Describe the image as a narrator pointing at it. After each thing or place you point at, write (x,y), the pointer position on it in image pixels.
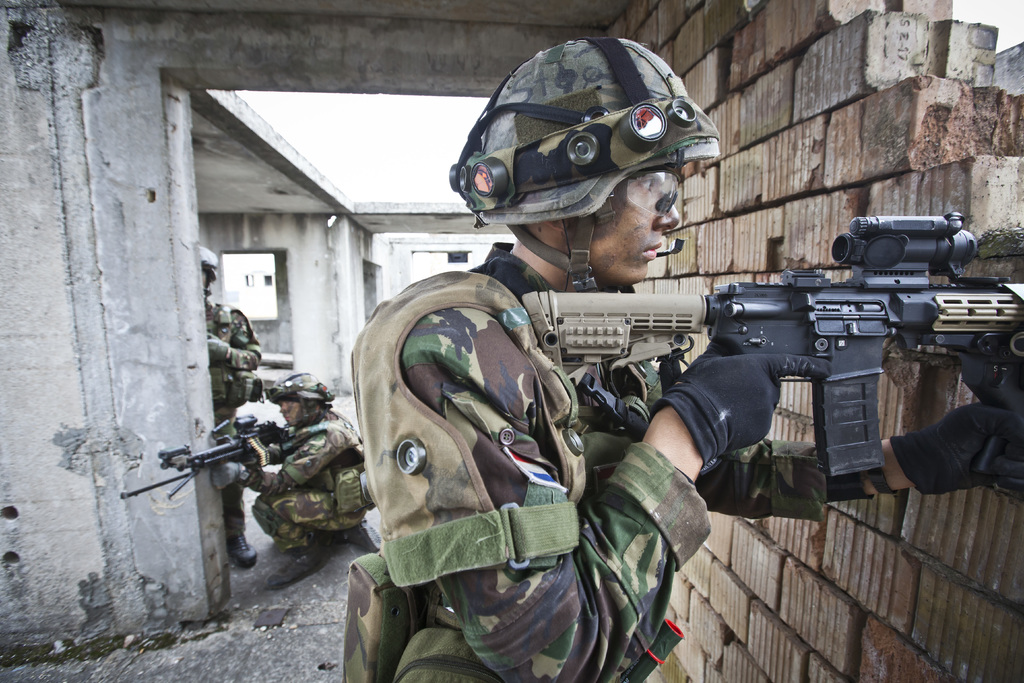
In the foreground of the picture (533,645) there is a soldier (675,214) holding a gun (800,303). On the right (883,569) there is a brick wall (831,512). On the left (242,389) there are two soldiers (255,480), one of them is holding a gun (221,449). In the background (302,247) there are wall (315,273) and pillars (340,256).
